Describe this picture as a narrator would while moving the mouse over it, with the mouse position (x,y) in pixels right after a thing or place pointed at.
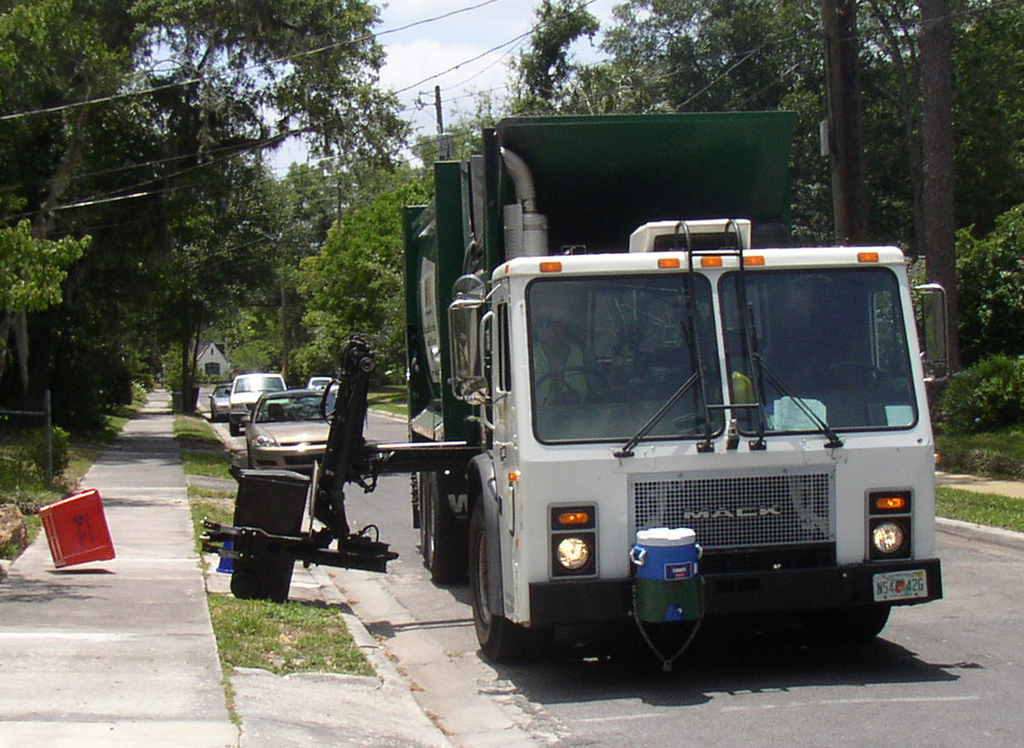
In this image we can see vehicles (476,457) on the road (751,680) and there are trees (906,98). We can see wires (409,25). In the background (451,67) there is sky (420,41). There is a shed (221,373).
